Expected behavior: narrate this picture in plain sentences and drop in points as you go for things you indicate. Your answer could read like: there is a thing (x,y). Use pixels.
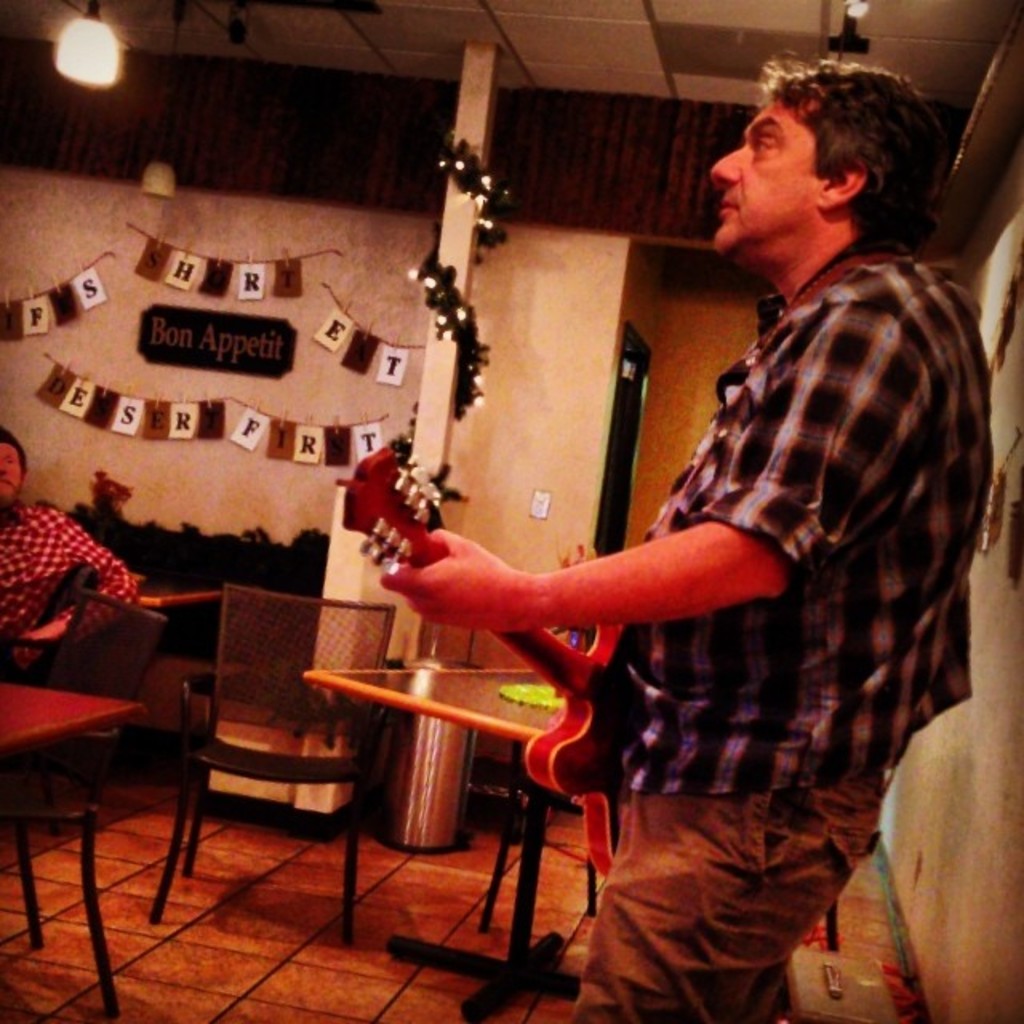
Bottom right side of the image (829,795) a man (883,430) is standing and playing guitar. Bottom left side of the image (290,704) there are some tables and chairs (75,608), On the chair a man (3,465) is sitting and watching. Top left side of the image (12,219) there is a wall (53,198) on the wall (96,320) there is a banner (244,272). At the top of the image (613,13) there is a roof (626,6) and light (109,62).
